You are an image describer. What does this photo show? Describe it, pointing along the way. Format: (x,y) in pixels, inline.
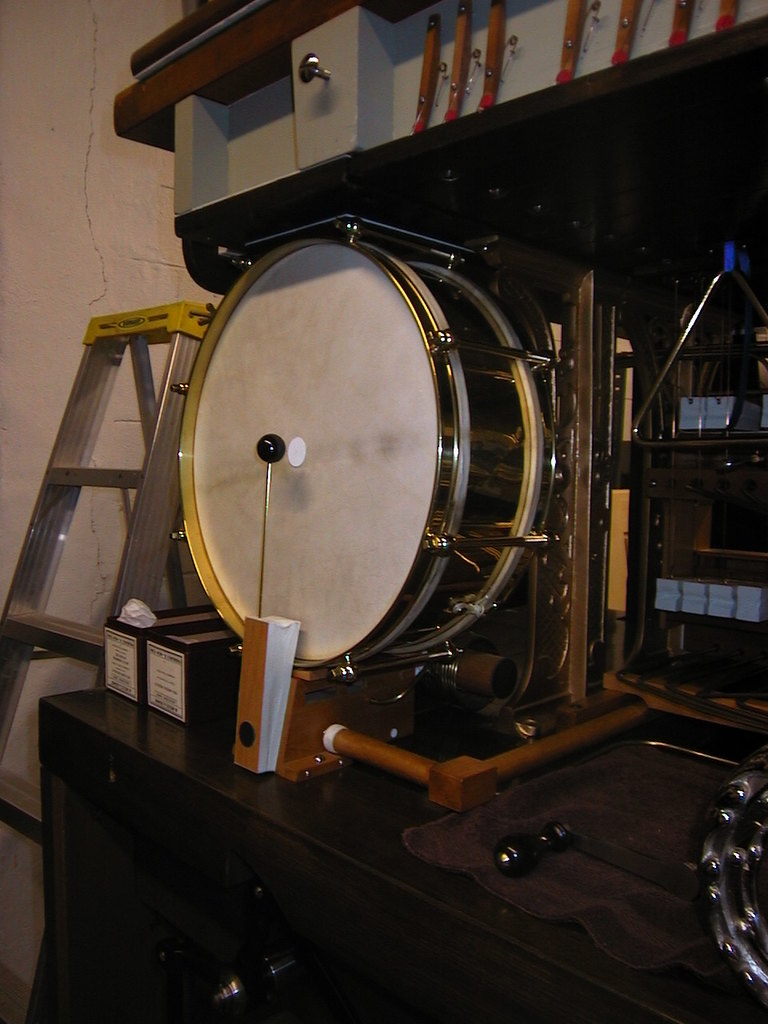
In this image I can see a black colored table (249,864) and on the table (246,874) I can see a musical instrument (367,482) and few other objects (615,748). In the background (92,572) I can see a ladder (43,614) and the wall (66,253).
